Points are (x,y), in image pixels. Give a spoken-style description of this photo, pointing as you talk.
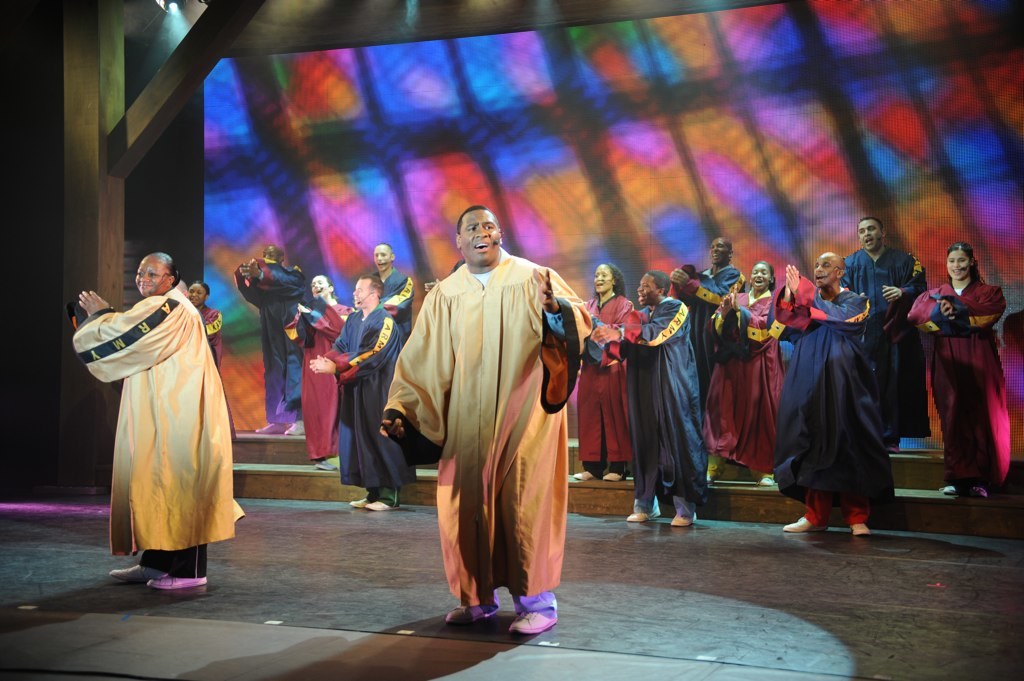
In this image there is a group of persons (301,379) are performing on the stage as we can see in the middle of this image (548,416). There is a screen (583,153) in the background (557,192). There is a floor (442,595) in the bottom of this image (868,579).
